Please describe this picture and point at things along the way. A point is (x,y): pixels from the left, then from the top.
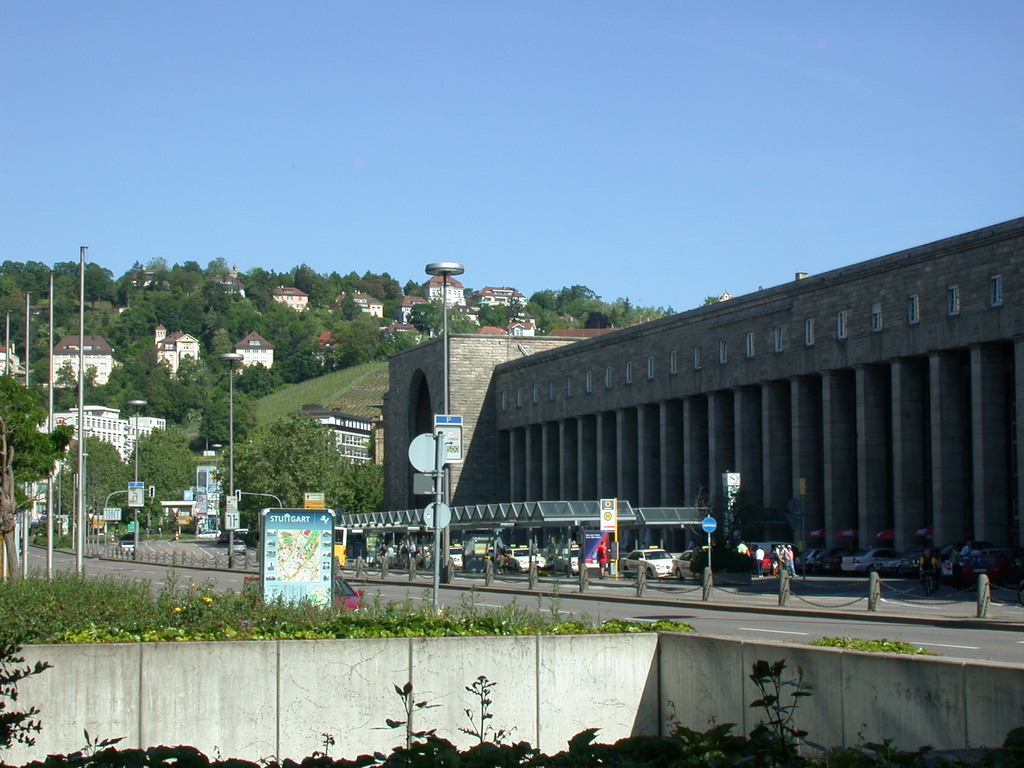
In the picture we can see a wall (585,689), behind it, we can see some plants (141,625) and besides, we can see a pole (437,475) and road (126,578) and a building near to it, we can see some people (604,568) on the path (525,581) and some vehicles (536,561) are parked and in the background (349,374) we can see a hill (349,391) with trees (291,367), houses (259,353) and sky (262,265).
